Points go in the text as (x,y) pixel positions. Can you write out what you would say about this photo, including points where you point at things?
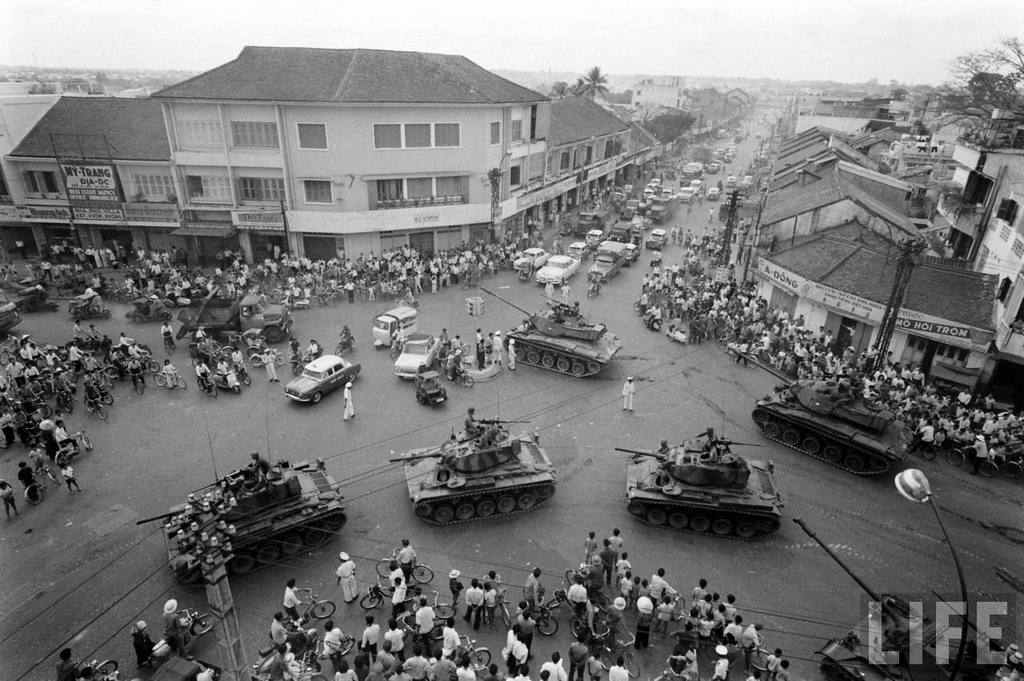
In this picture I can see many tanks (861,407) on the road (761,394). Beside that I can see many cars (331,363) and bikes (315,356). Beside the road (413,540) I can see many people (66,364) were standing. In the background (581,201) I can see the buildings (570,122), trees (650,130), plants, grass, poles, street lights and other objects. In the top right (686,56) I can see the sky (750,52) and clouds (744,39). In the bottom right corner (930,636) there is a watermark (946,611).
